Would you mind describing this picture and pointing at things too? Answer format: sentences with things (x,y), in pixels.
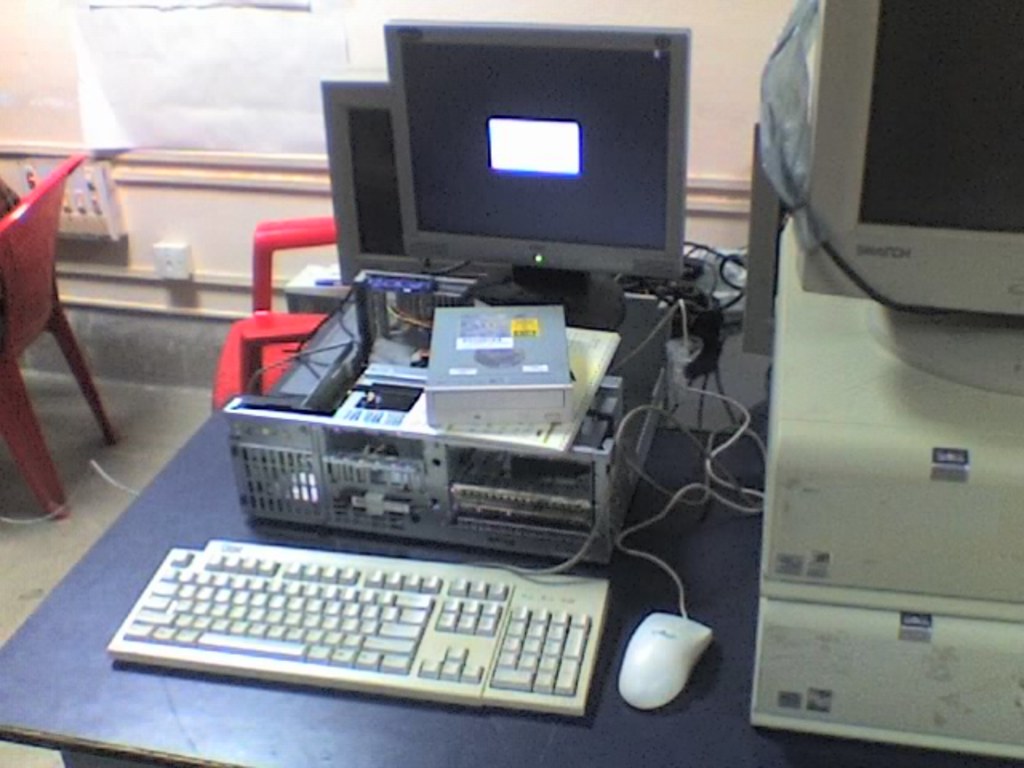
In this picture we have a monitor (544,152), cpu (608,477), a mouse (673,641) and a keyboard (562,682) placed on a table (125,521). Beside it we have two chairs (12,374) and there is a plug board (88,233) installed on to the wall (144,171).
